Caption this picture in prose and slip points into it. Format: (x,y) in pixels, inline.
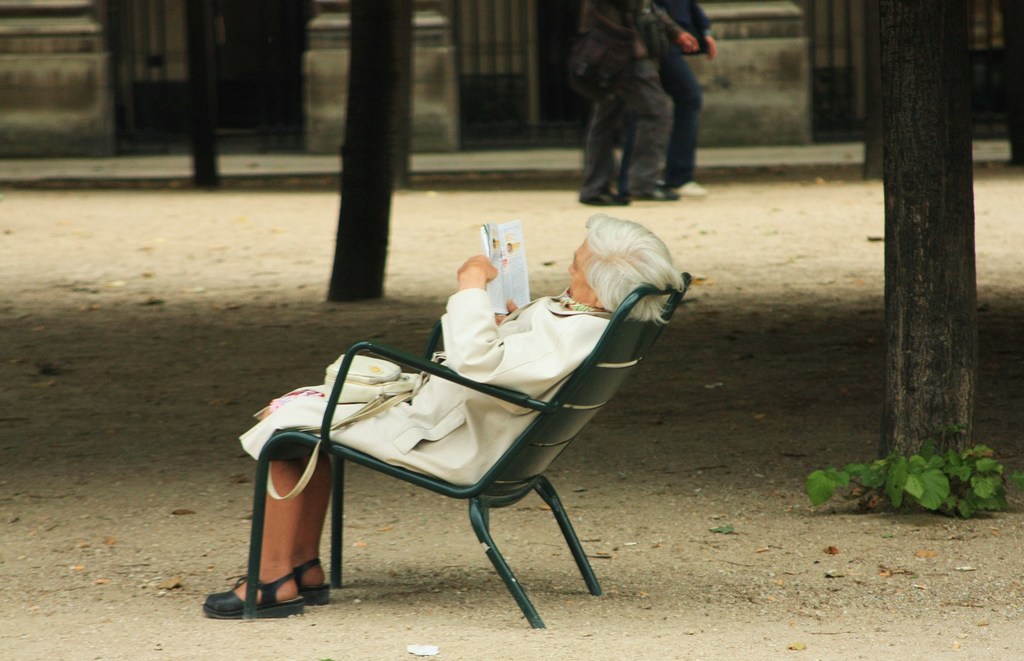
In the center of the image (460,294), we can see a person (445,361) sitting on the chair (339,447) and holding a paper (508,294) and we can see a bag (358,362). In the background (576,64), there are people (612,85) and we can see tree trunks (886,451) and some small plants (900,462) and there is a wall (798,62). At the bottom (681,532), there is ground (632,497).
